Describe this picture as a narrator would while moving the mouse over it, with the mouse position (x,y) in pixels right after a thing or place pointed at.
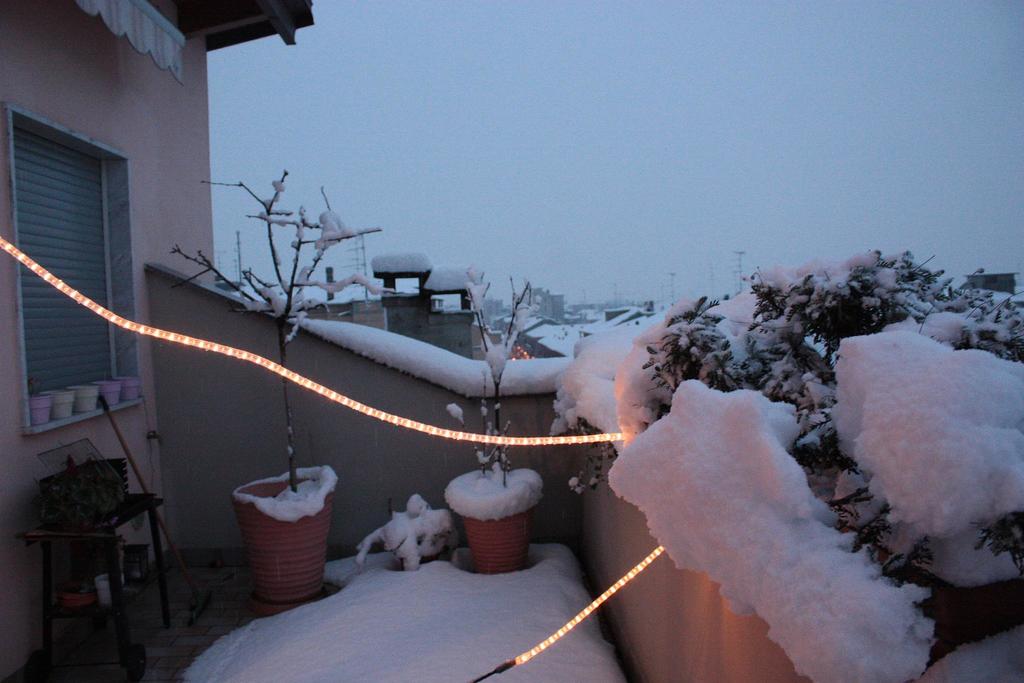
In this picture we can observe two plant pots (452,502) which were covered with snow (452,484). On the left side (127,519) there is a stool (120,594) and a window (63,273). We can observe some wires (368,415) with lights (577,622). On the right side (828,411) there are some plants (947,415) covered with snow (886,394). In the background (508,226) there is a sky (668,140).
